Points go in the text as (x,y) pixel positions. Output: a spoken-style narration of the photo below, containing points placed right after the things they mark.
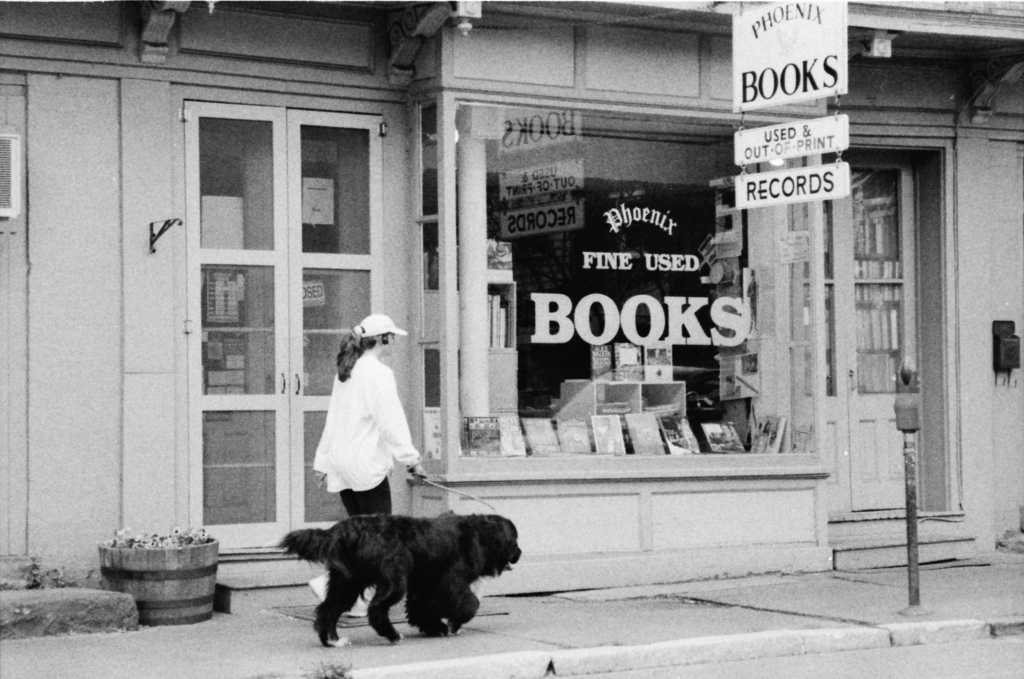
In the middle of the image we can see a dog (450,515). It is leashed by a woman (372,439). Behind her there is a book store (507,51) and there are some banners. In the bottom left side of the image (208,602) there is a plant (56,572).
